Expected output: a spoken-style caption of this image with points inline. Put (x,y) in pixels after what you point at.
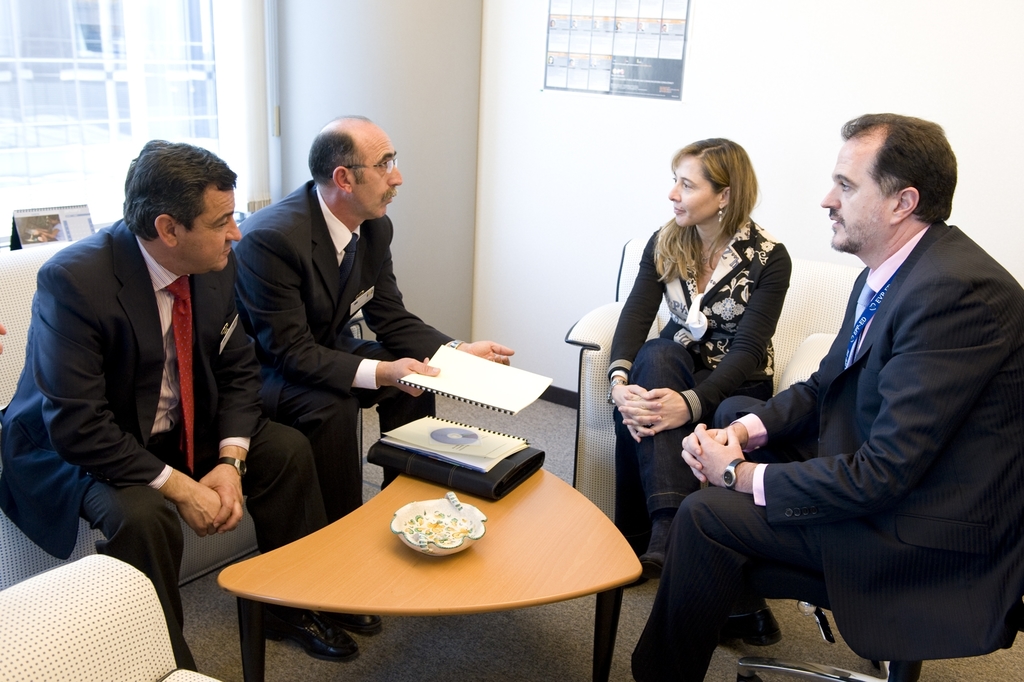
In the image there were group of people (391,189) sitting on a sofa (594,310) in a room (787,153), there were three men (382,228) and one woman (729,357). All the men (848,333) are in black blazers (894,484). In the background (146,39) there is a window (112,70) and to the left (72,224) there is a calendar (29,228). All the sofas (65,595) are cream in color. In the center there is a table (603,613), a bowl (436,541) and two files (452,475) on it.
